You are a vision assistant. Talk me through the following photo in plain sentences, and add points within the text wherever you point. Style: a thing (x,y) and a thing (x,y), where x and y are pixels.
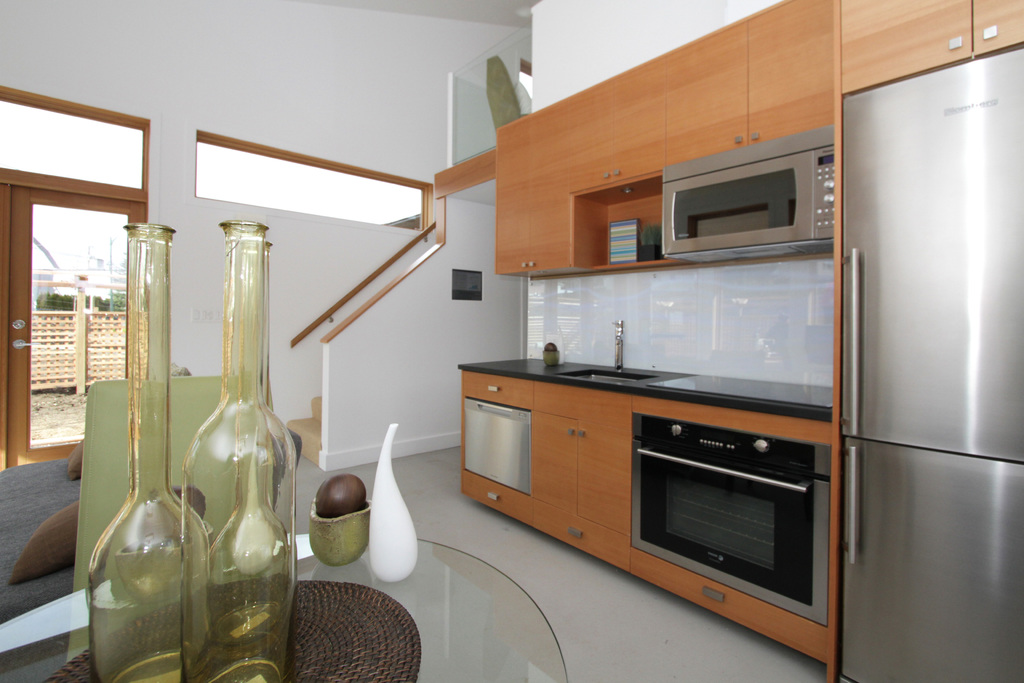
This picture is of inside the kitchen (703,626). On the right (879,207) we can see a refrigerator (905,382), a microwave oven (730,202) and a platform (629,377) with the cabinet (566,464). On the left (202,564) there is a table (440,617), on the top of which some bottles (202,427) are placed. In the background (327,326) we can see the staircase (314,399), a wall (430,243) and a door (21,279) through which we can see the sky (83,233), wooden fence (73,324) and trees (56,301).
